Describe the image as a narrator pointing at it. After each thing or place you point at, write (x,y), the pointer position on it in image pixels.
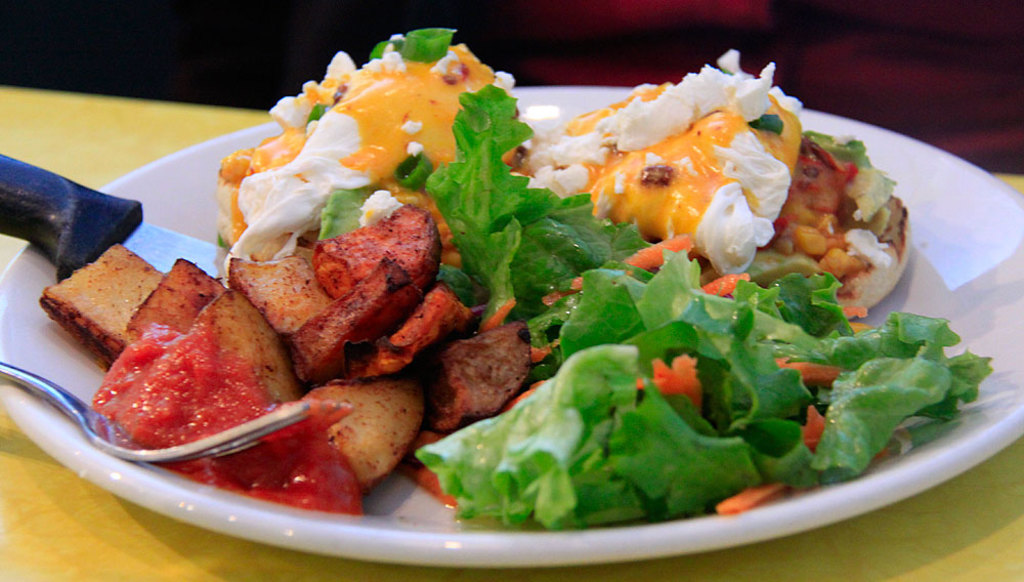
In this image there is food (571,283) on the plate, there is a knife (127,222) in the plate (76,433), fork (204,448) on the plate (60,430), there is a plate (315,524) on the surface (92,528).
